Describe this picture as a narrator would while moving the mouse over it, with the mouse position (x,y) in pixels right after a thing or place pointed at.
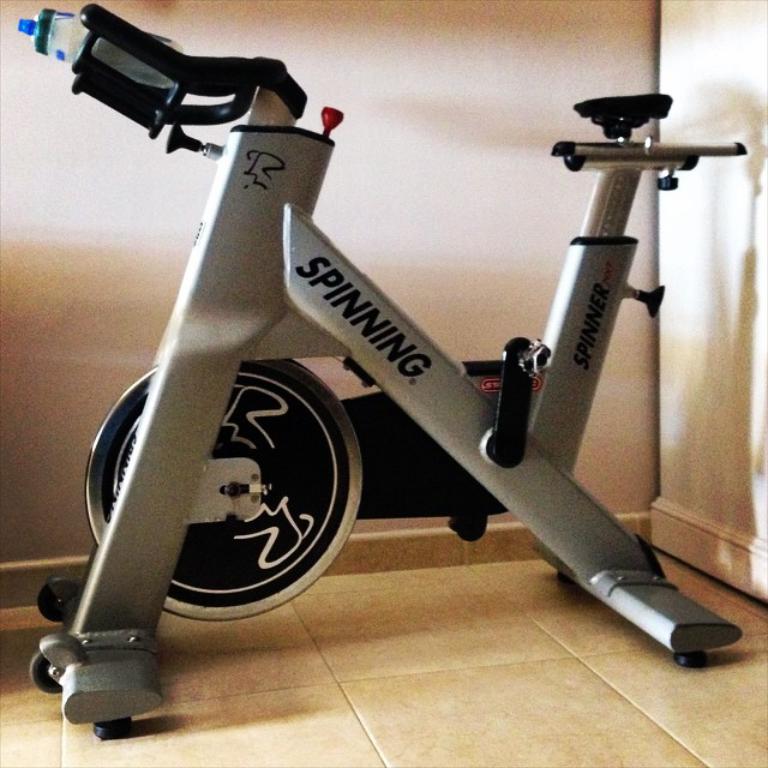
In this image I can see the exercise cycle (281,526) which is in black and ash color. I can see the bottle (60,43) on the cycle (168,120). In the background (504,151) I can see the wall (453,109).
